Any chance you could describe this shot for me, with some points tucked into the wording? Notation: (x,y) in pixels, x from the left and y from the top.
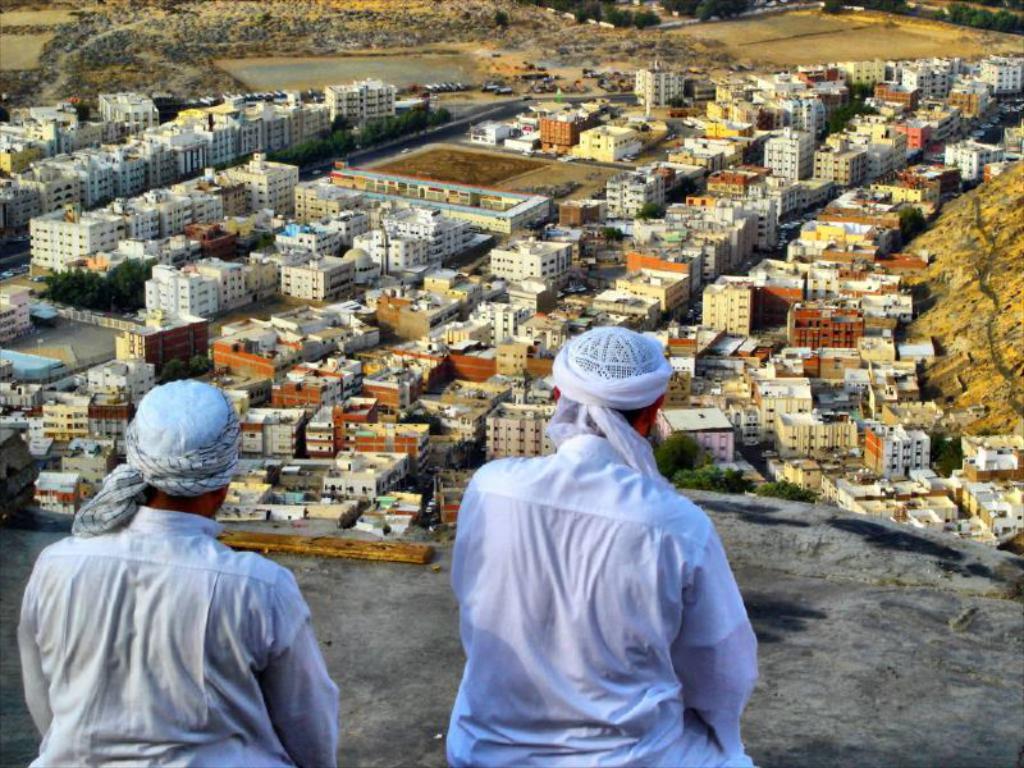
In this image we can see two men (468,608) on the surface (809,671). On the backside (791,353) we can see a group of buildings (702,326), trees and a hill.
